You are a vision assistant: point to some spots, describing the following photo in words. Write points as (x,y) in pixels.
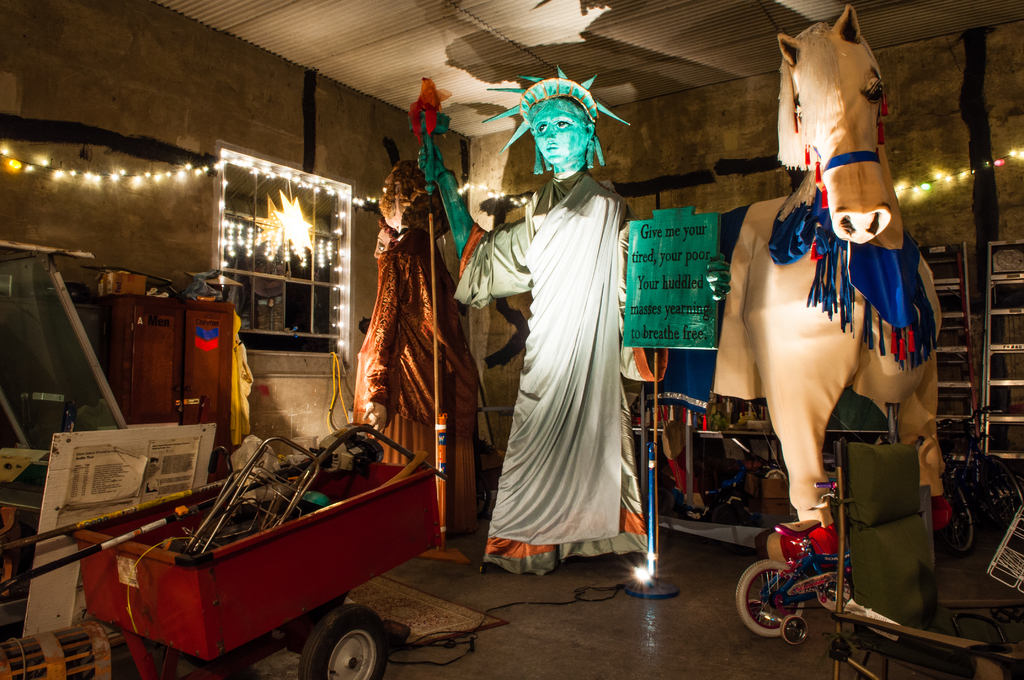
In this image there is statue of liberty toy (556,306) in the middle (540,424). At the bottom (232,576) there is a trolley (334,475) in which there are machines (306,465). On the right side (777,267) there is a horse mask (820,301). In between them there is a pole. At the top (374,37) there is ceiling (379,50). There is a star (302,218) attached to the window (238,171). There is a light (291,210) in the star (290,209). It seems like a store room (520,172).
